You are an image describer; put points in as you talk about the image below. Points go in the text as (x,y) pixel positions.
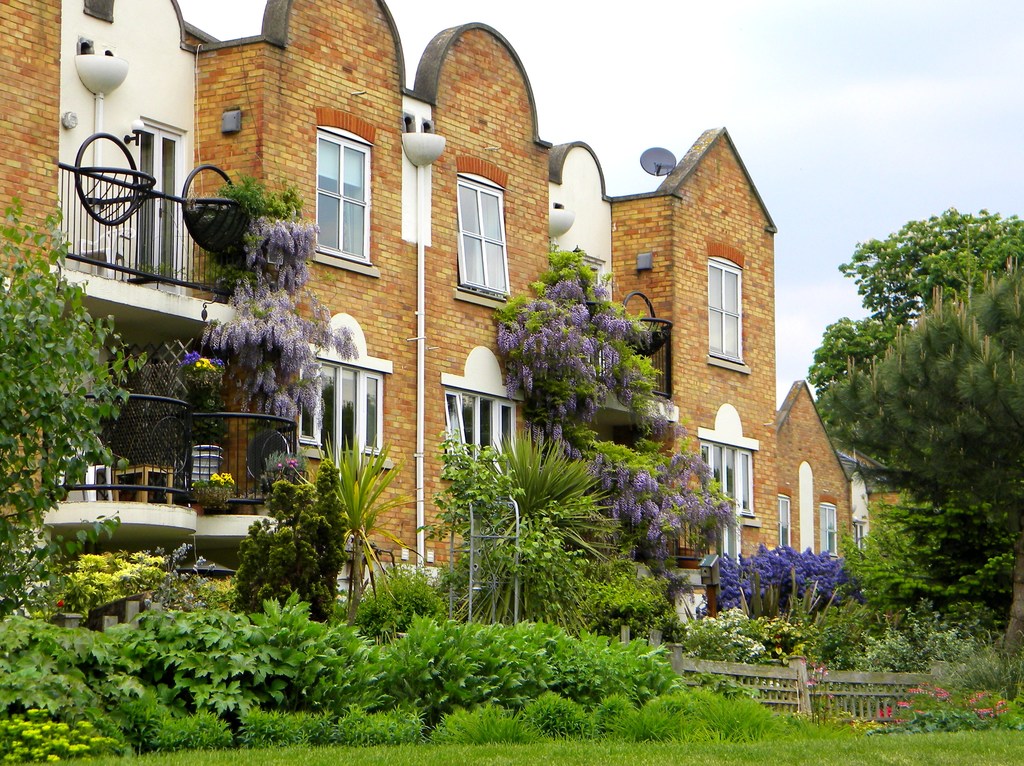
In this image, we can see a few buildings (712,397) with windows (498,421). We can see the fence (195,256). There are some poles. We can see some plants (383,611), trees (1010,281) and grass (523,752). We can see a dish antenna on a building (202,149). We can also see the sky (684,132).
